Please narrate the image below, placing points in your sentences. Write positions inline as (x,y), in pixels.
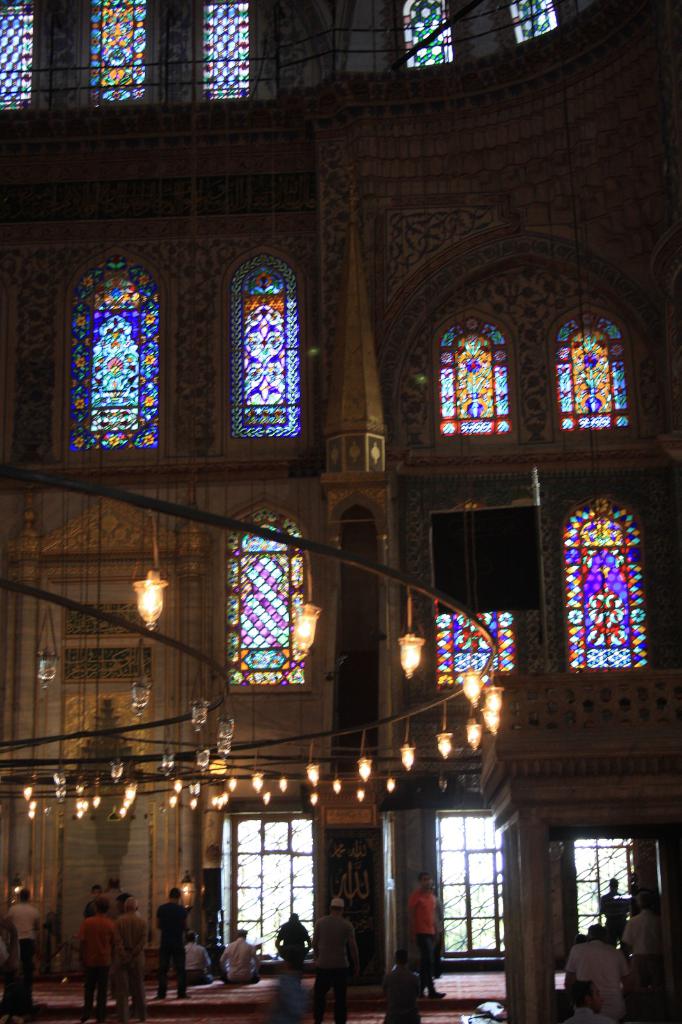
In this image I can see the group of people (34,928) are inside the building (181,871). I can see these people (302,955) are wearing the different color dresses (340,955). I can see many lights (192,802) and windows (98,315) inside the building (300,486).
